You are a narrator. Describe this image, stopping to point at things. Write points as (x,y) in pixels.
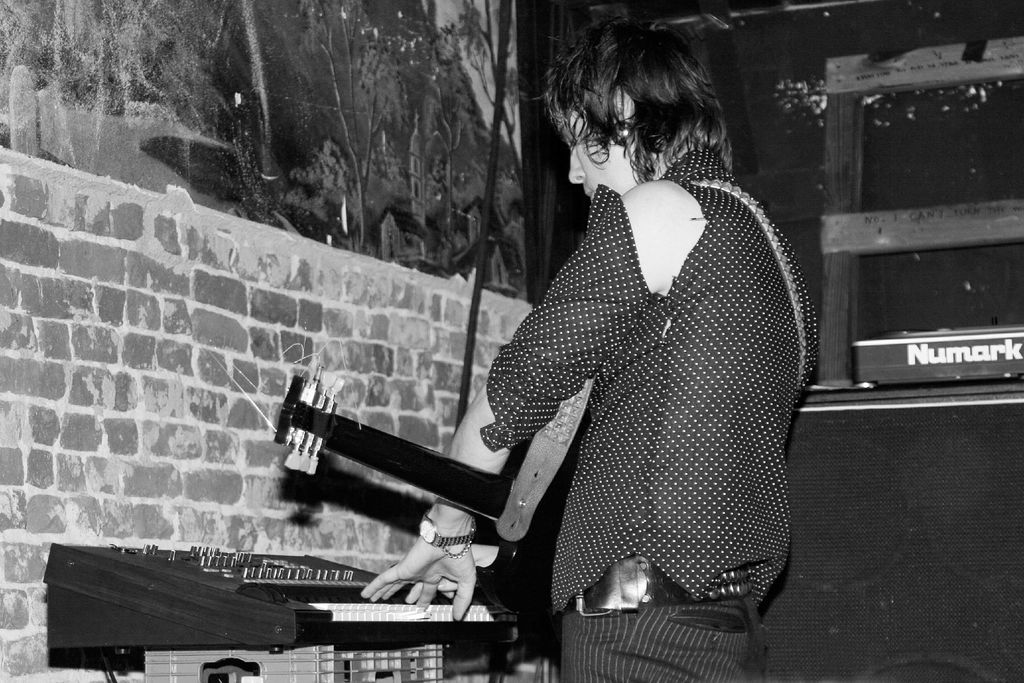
In this image I can see a man (615,273) standing and playing musical instrument (407,632). In front I can see a brick wall (261,313). Back I can see black color speaker (963,396). The image is in black and white.
